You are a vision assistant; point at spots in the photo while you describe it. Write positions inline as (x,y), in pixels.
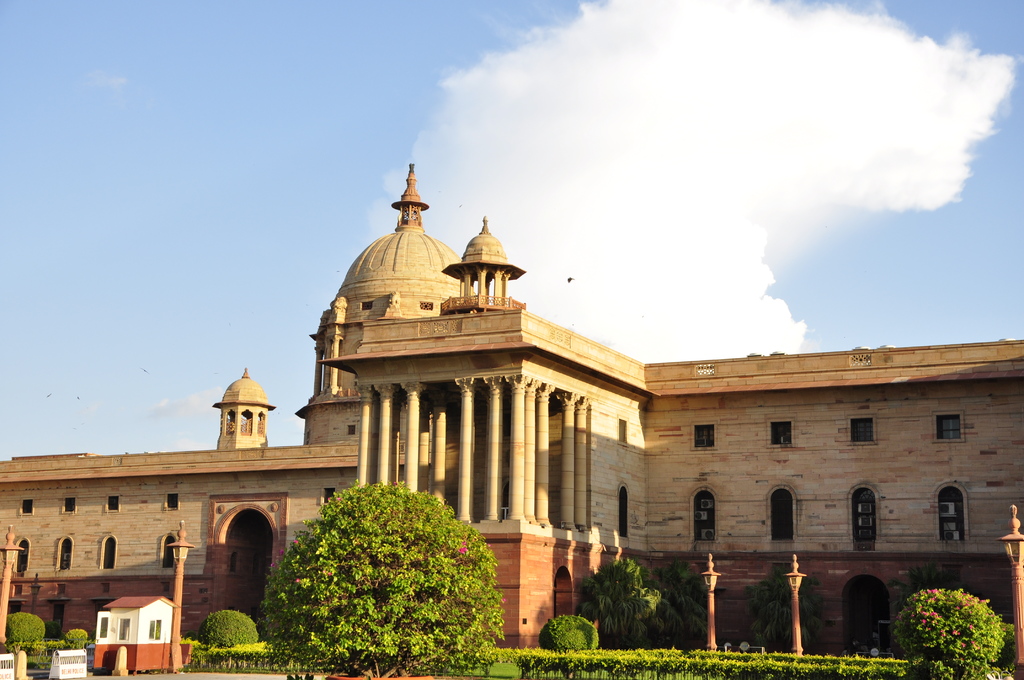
At the bottom (639,668) there are some plants (576,656) and trees (372,596). In the background (467,452) there is a building (419,291). At the top (266,160) I can see the sky (151,212) and clouds (652,214).
